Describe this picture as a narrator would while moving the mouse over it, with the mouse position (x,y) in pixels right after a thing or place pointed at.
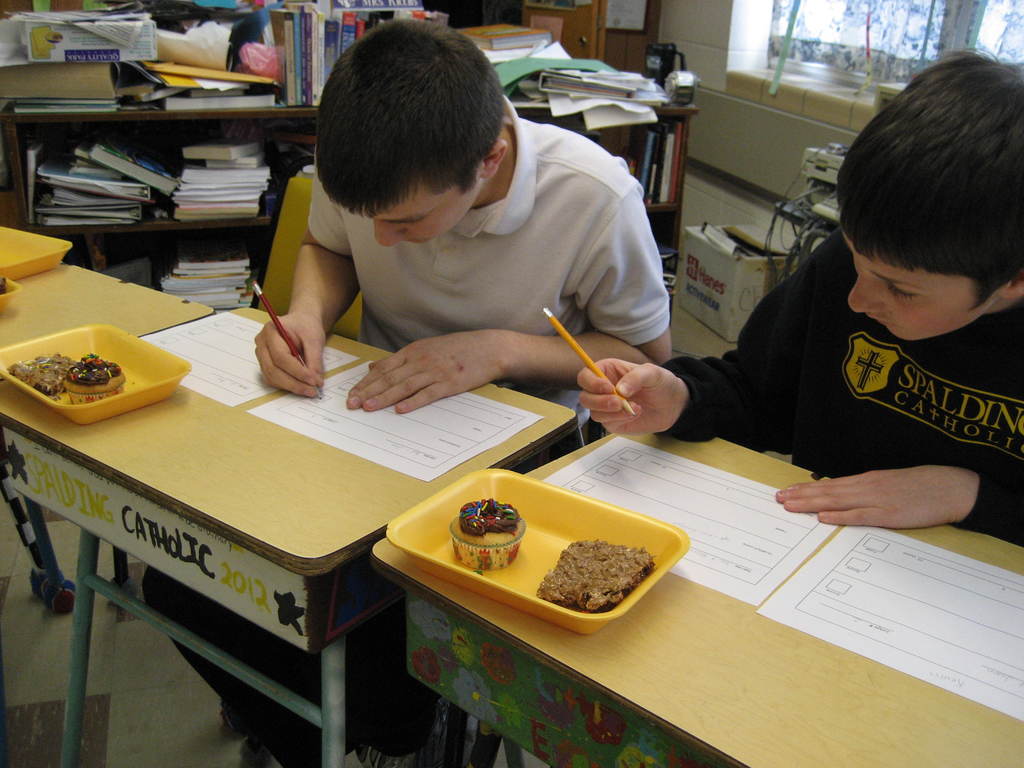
This picture looks like it is taken in a classroom (140,320). In the foreground of the picture (657,584) there are tables (133,444), on the tables (757,614) there are papers (957,669) and food items (102,376). In the center of which there are two kids (775,425) seated holding pencils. On the top left (125,90) there are closet (185,131), in the closet (189,114) there are books (201,101). On the top right (856,46) there is a window (799,47). In the center of the background (716,282) there is a box (742,273).
